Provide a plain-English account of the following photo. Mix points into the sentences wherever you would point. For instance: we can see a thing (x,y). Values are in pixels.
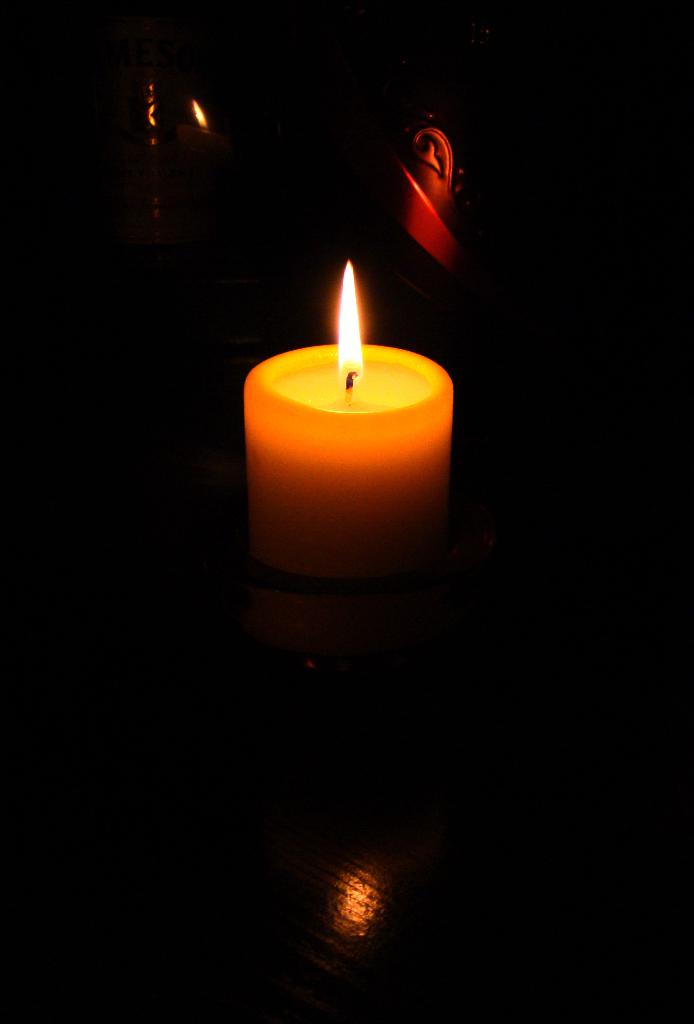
In this picture I can see there is a candle (377,428) placed on the table (536,707) and there is a dark backdrop (189,376).
